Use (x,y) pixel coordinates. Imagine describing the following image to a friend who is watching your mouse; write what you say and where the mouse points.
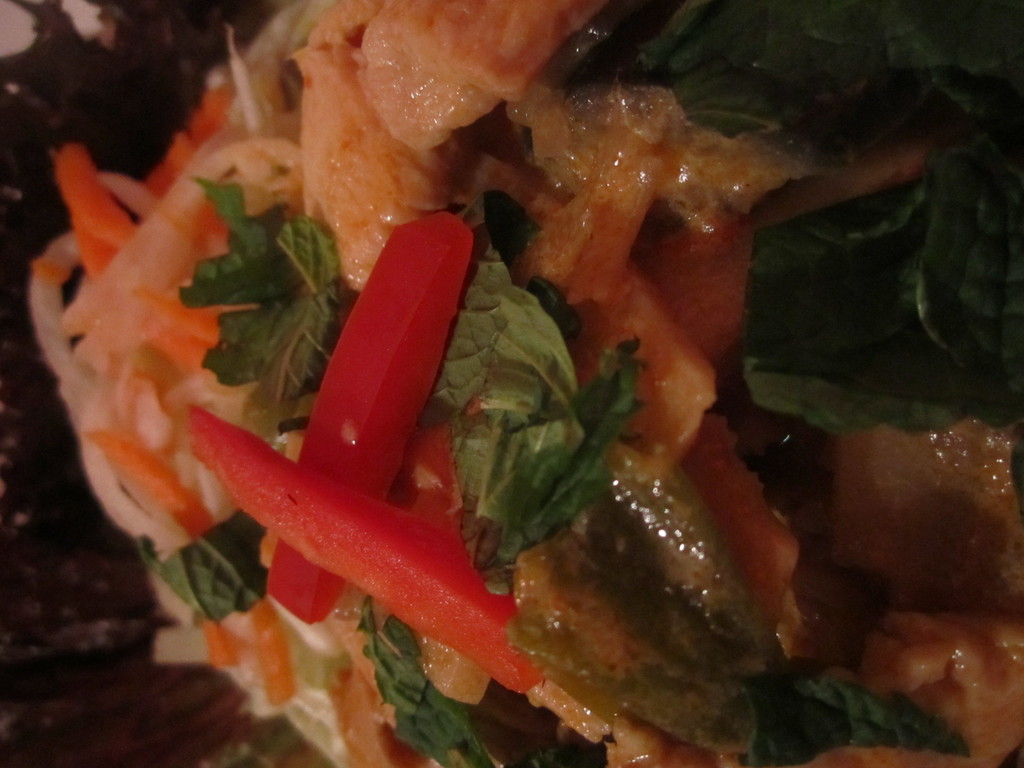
In this picture we can see the mint (519,437), meat (597,152), red bell pepper (353,440), onion (143,510) and other objects pieces (190,522) which is kept on the plate (25,497).
